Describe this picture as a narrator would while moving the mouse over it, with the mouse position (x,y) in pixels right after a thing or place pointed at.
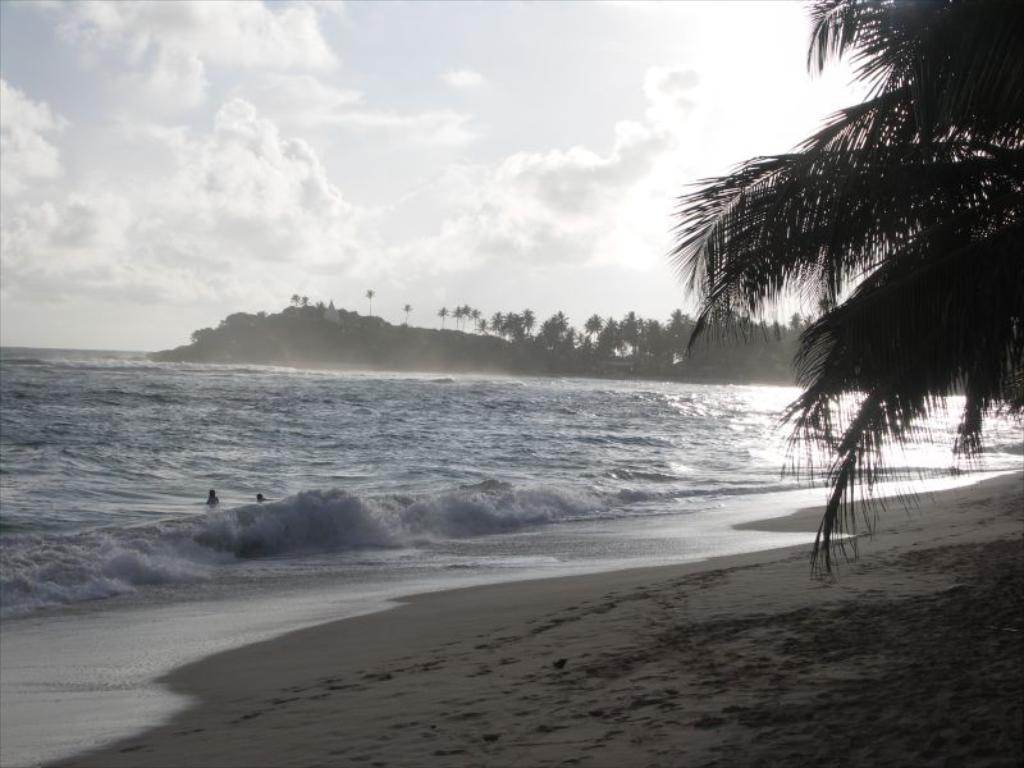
In this image we can see a sea shore (522,693). Also there are waves (331,514). And there are two persons (216,499) in the water (233,507). On the right side (841,254) we can see leaves (896,242) of coconut trees (937,305). In the background (360,321) there are trees (605,352) and sky (413,182) with clouds (374,212).
